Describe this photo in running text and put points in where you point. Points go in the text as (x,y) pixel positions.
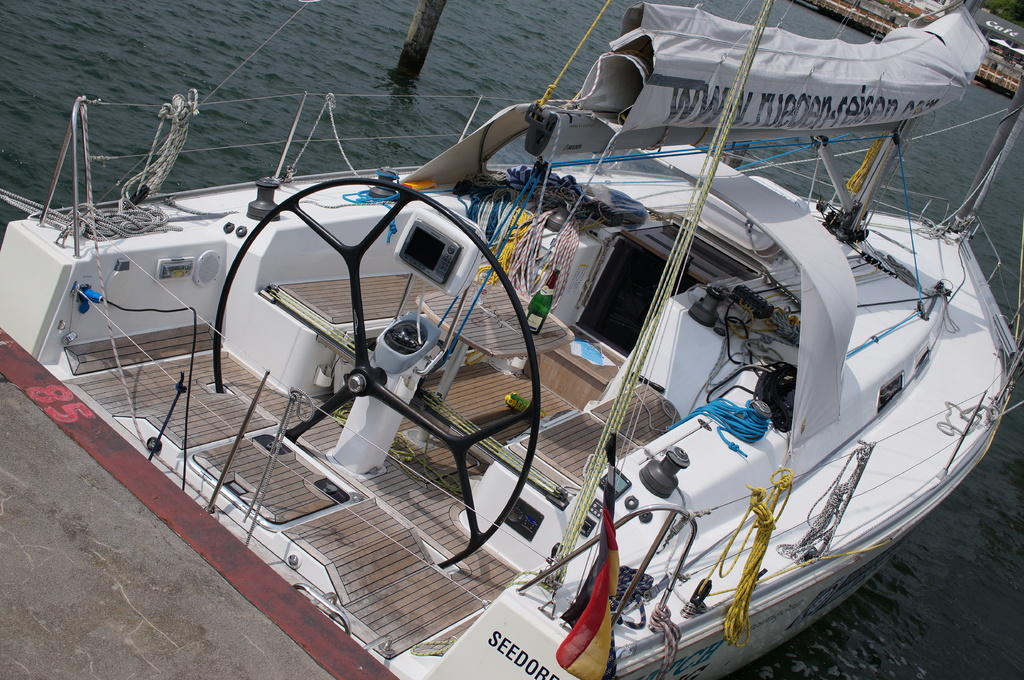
In this image we can see boat (582,325) in water (256,23).
